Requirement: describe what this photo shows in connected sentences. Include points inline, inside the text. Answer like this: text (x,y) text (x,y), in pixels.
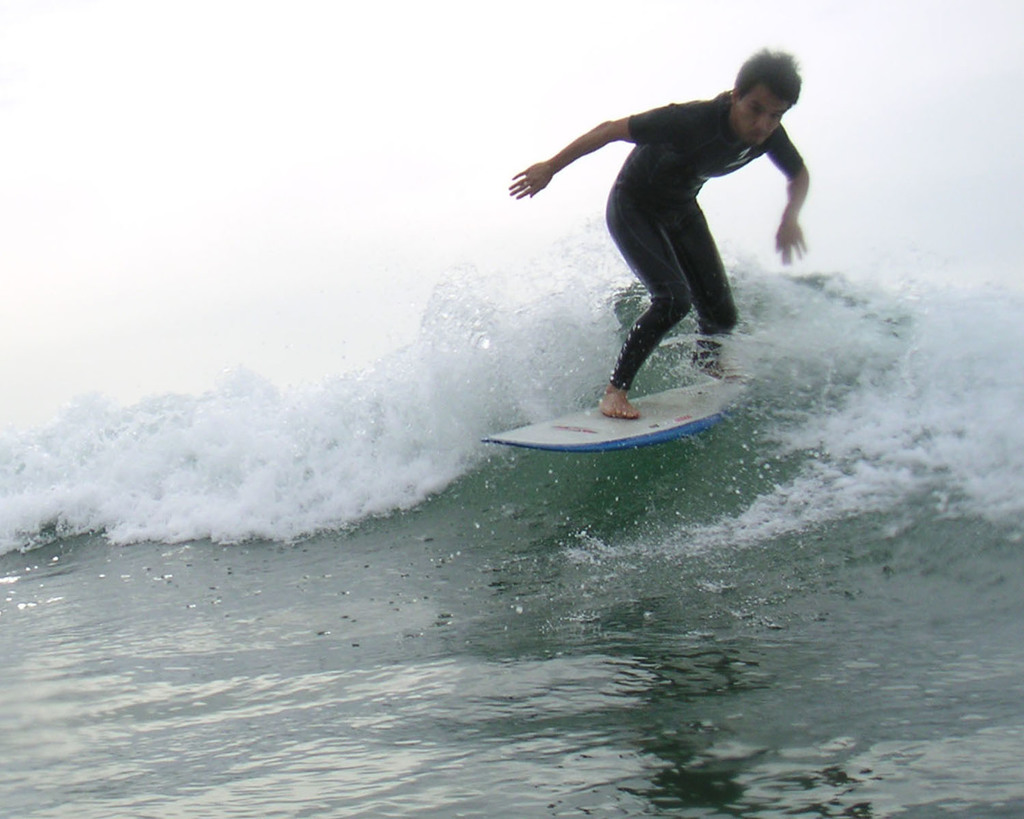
This image is taken outdoors. At the bottom of the image (297,632) there is a sea (826,692) with waves (551,345). In the middle of the image (622,366) a man (729,163) is surfing on the sea (603,472) with a surfing board (652,421).
